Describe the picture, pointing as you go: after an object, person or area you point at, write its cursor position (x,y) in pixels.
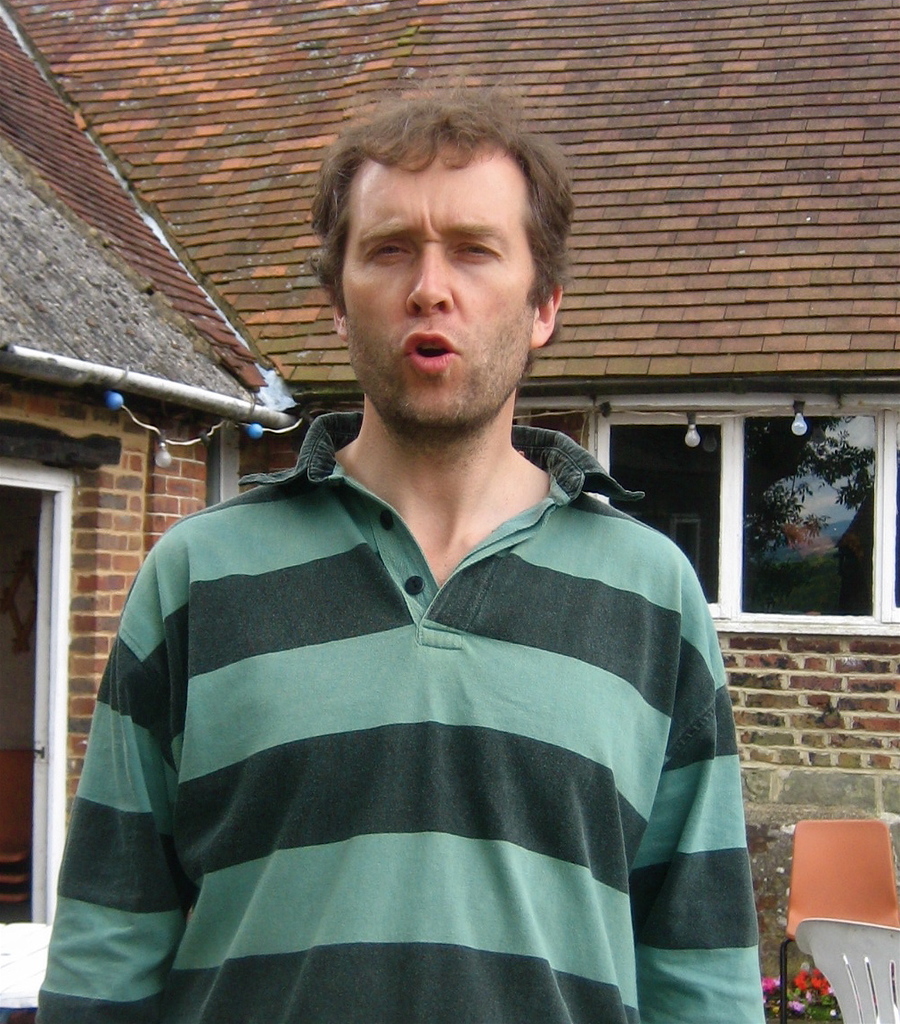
In this picture we can see a man (347,617), behind to him we can see few chairs (828,931), flowers (801,984), lights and a house (234,213).
